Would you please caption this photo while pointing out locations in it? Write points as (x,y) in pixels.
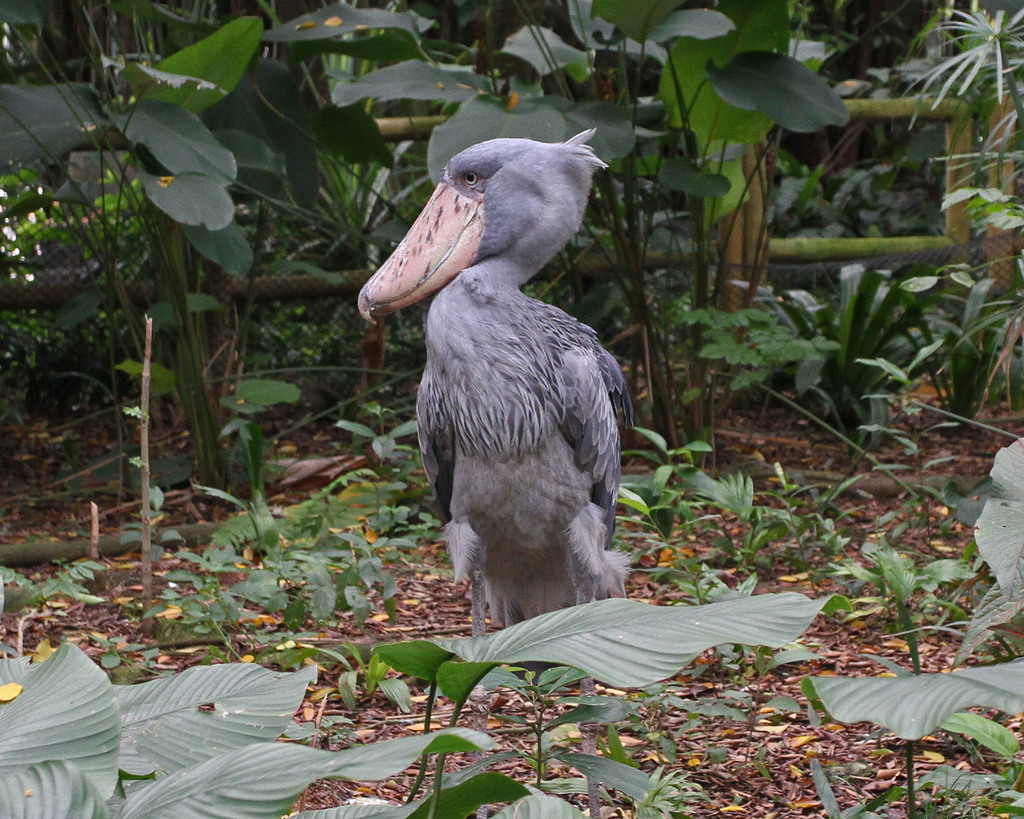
In this image I can see a bird (564,337), plants (179,291) and mesh (61,274).
